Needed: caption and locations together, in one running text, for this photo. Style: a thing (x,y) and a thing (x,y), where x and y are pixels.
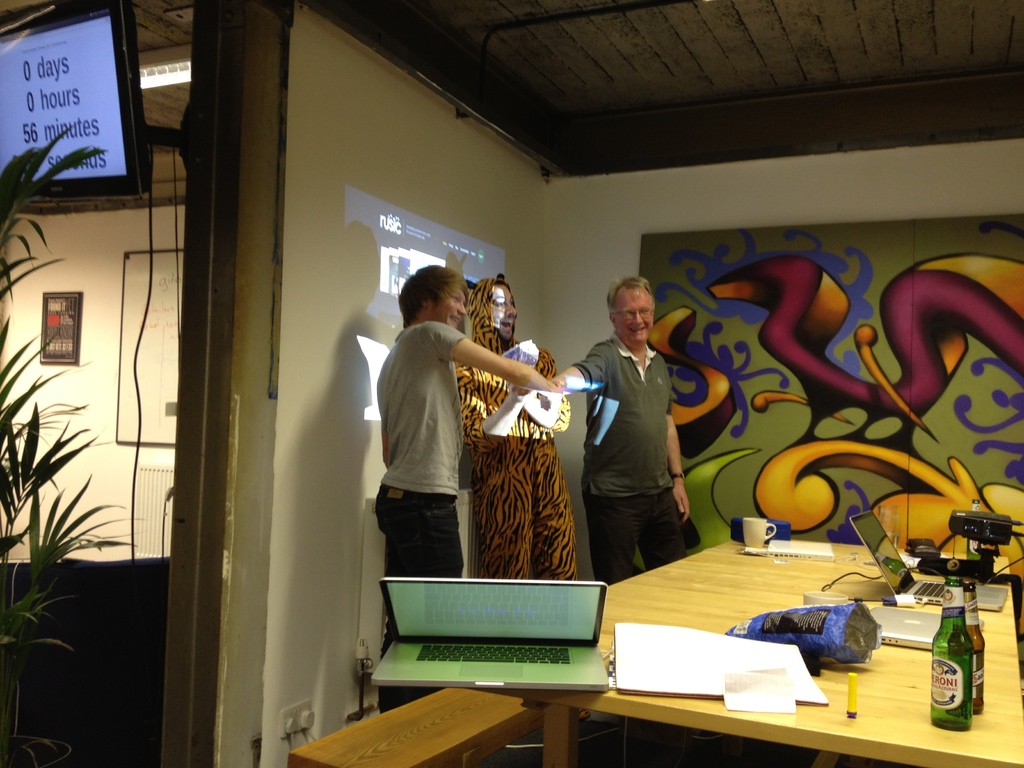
In this image I can see few people (441,492) are standing, I can also see smile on their faces (437,309). Here on this table (717,562) I can see few bottles (971,609), few laptops (893,571) and a projector (979,523). In the background (68,74) I can see a television (70,179) and a plant (45,467).
